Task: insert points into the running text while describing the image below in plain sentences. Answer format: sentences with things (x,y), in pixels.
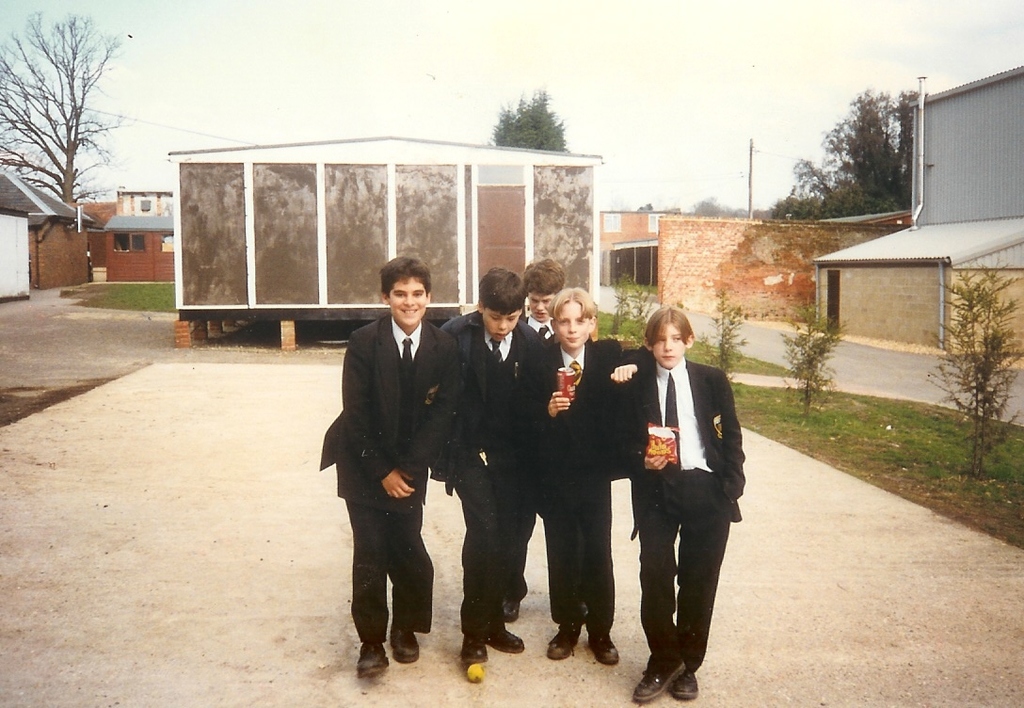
In this image I see 5 boys (555,349) who are wearing black suit (511,383) and I see that these 2 of them are holding something in their hands (565,409) and I see the path (153,353) on which there is green grass (906,435) and plants (796,357). In the background (826,282) I see the houses (614,232), trees (863,196), a pole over here and I see the sky (561,20).
